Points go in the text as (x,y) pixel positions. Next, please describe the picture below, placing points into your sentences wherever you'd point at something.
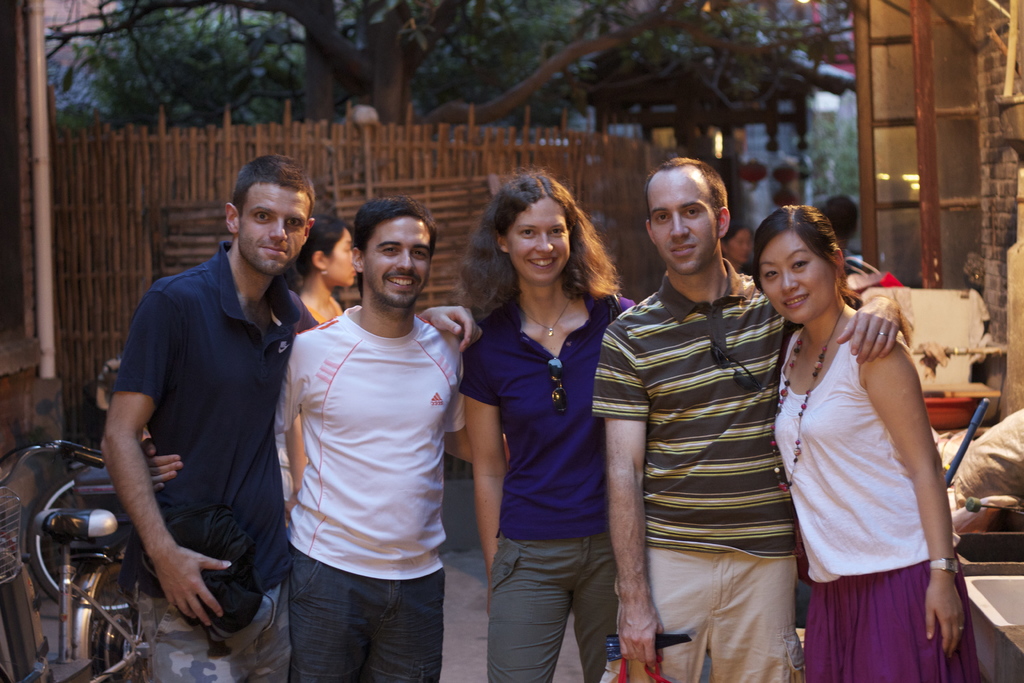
In this image we can see the people (648,386) standing. And we can see the bicycle (40,609). And we can see the wooden fence (444,153). And we can see the pipelines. And we can see the trees (538,45).
